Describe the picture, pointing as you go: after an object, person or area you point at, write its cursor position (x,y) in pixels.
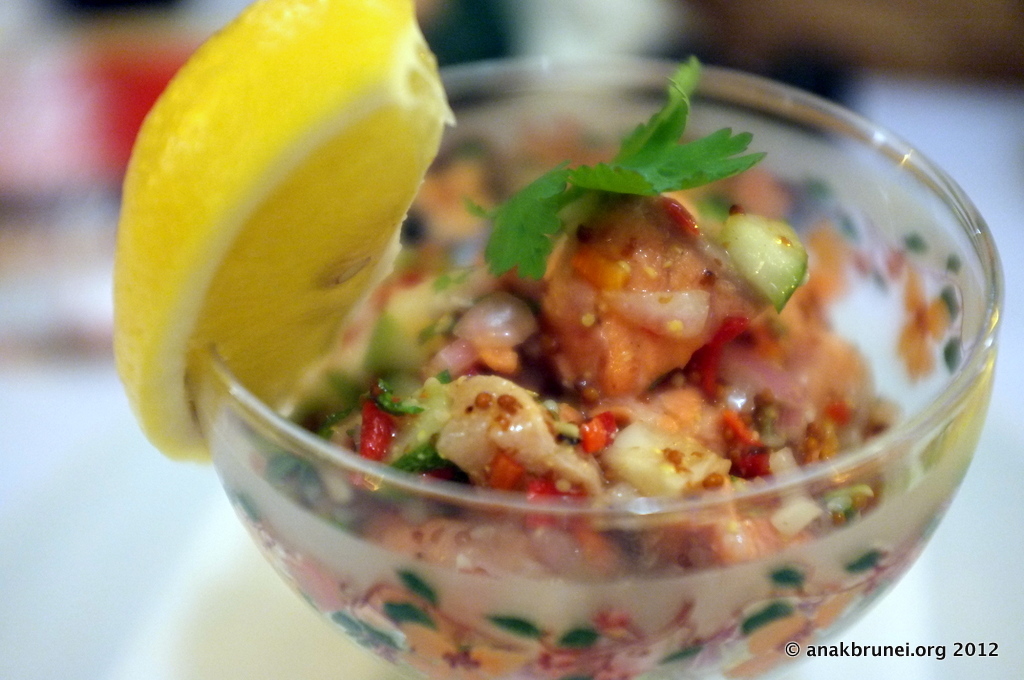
In this picture, we can see a table (1006,586), on that table (1006,586), we can see a glass (783,589). In that glass (830,270), we can see salad (767,457). On the left side of the glass (352,539), we can see a lemon (316,268).
